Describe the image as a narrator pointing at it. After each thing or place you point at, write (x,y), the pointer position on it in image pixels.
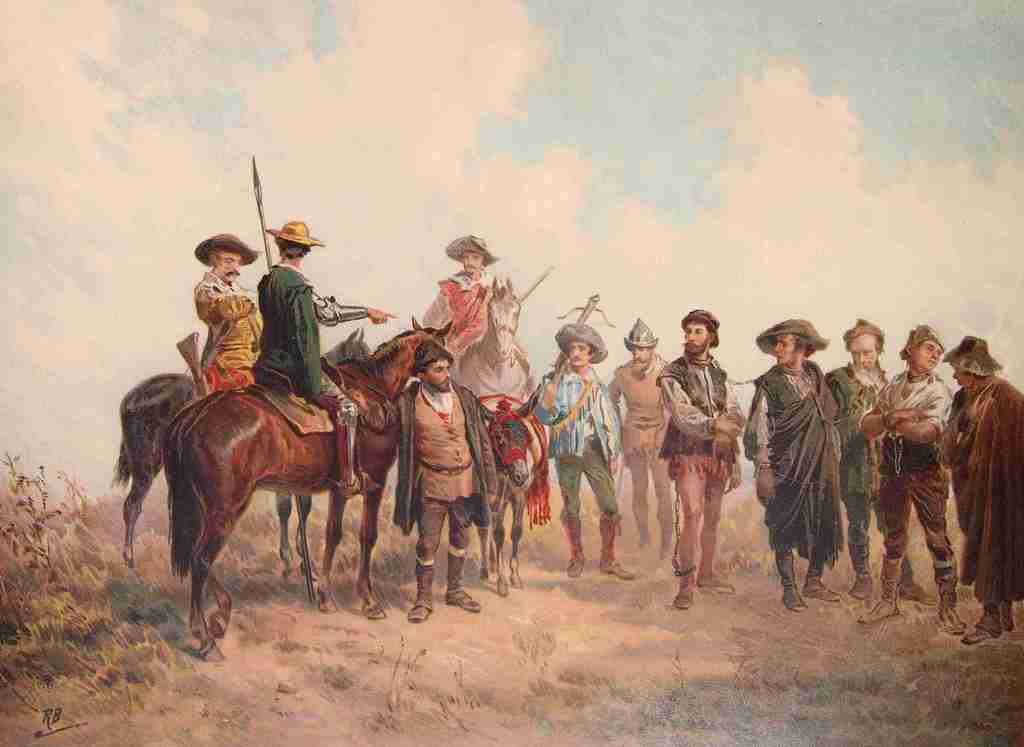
In this image we can see a painting (382,443), in the painting (215,469) there are a few people (410,488), horses (221,526), plants (84,612), and the sky (365,171).
